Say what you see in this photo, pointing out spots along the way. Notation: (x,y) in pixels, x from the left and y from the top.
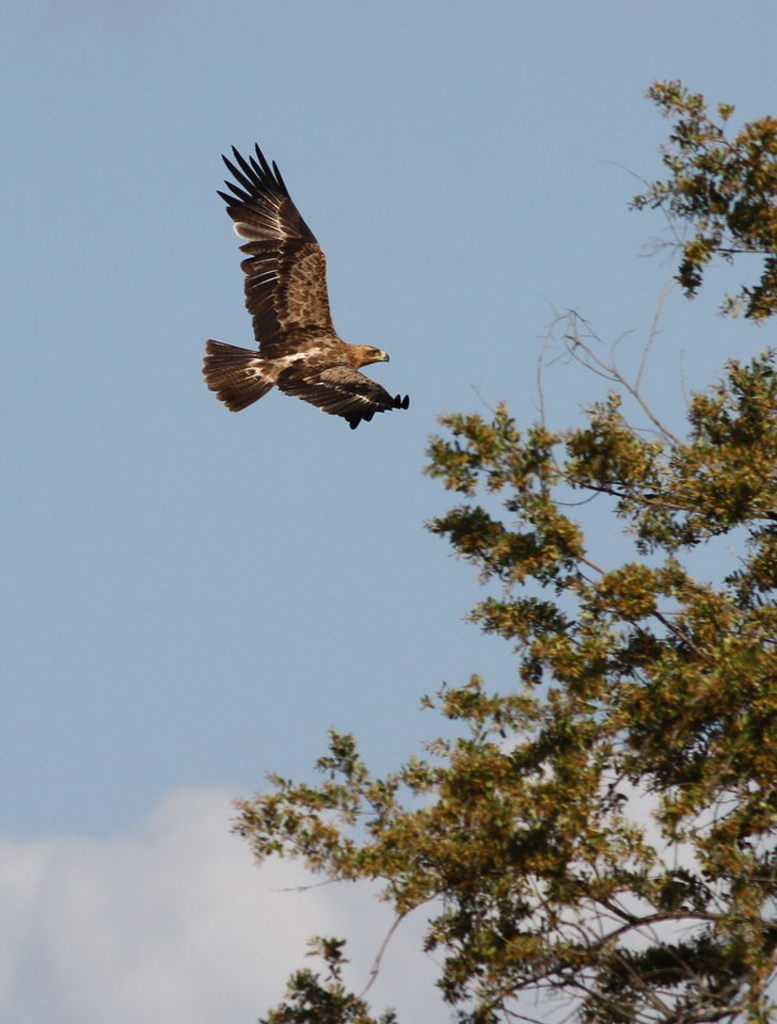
In this picture we can see tree (639,703) in the right side (551,707). On the top (290,309) we can see the eagle (342,376) flying in the sky (300,415).
